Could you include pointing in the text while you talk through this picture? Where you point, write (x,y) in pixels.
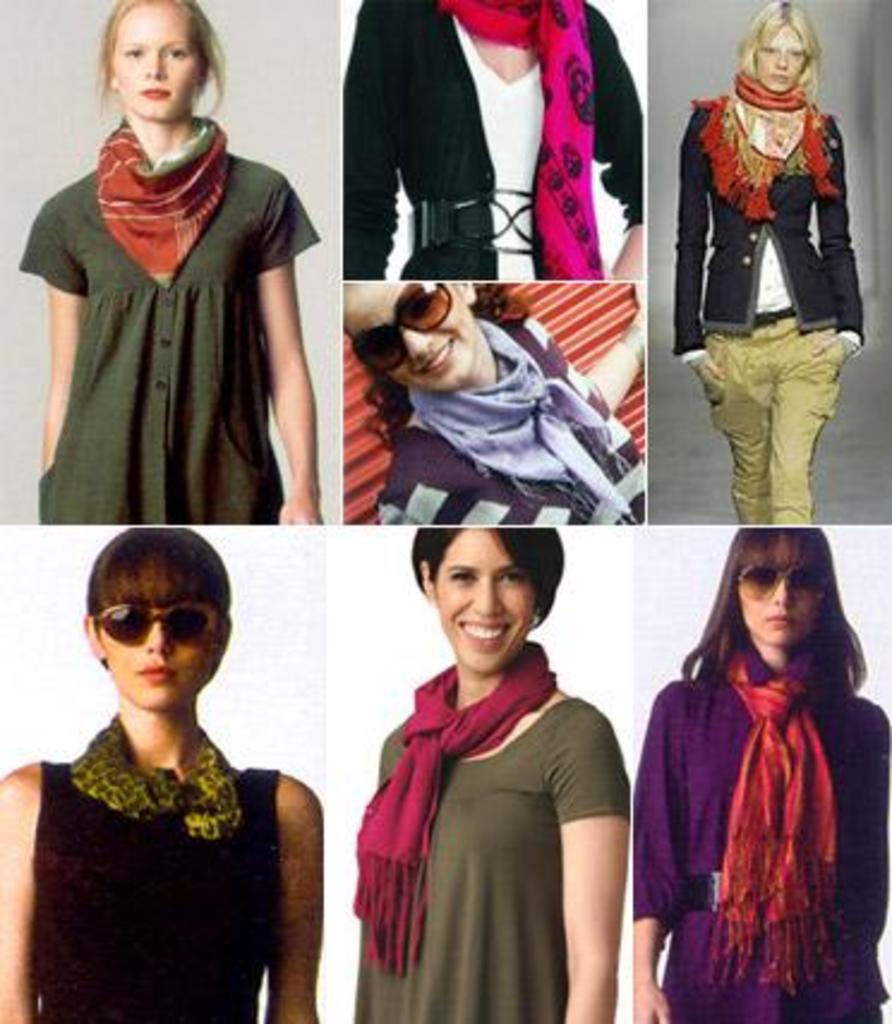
In this image I can see collage photos of women (542,472) and I can see most of them are wearing scarves (507,349) and shades (747,576). I can also see smile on few faces (443,337).
